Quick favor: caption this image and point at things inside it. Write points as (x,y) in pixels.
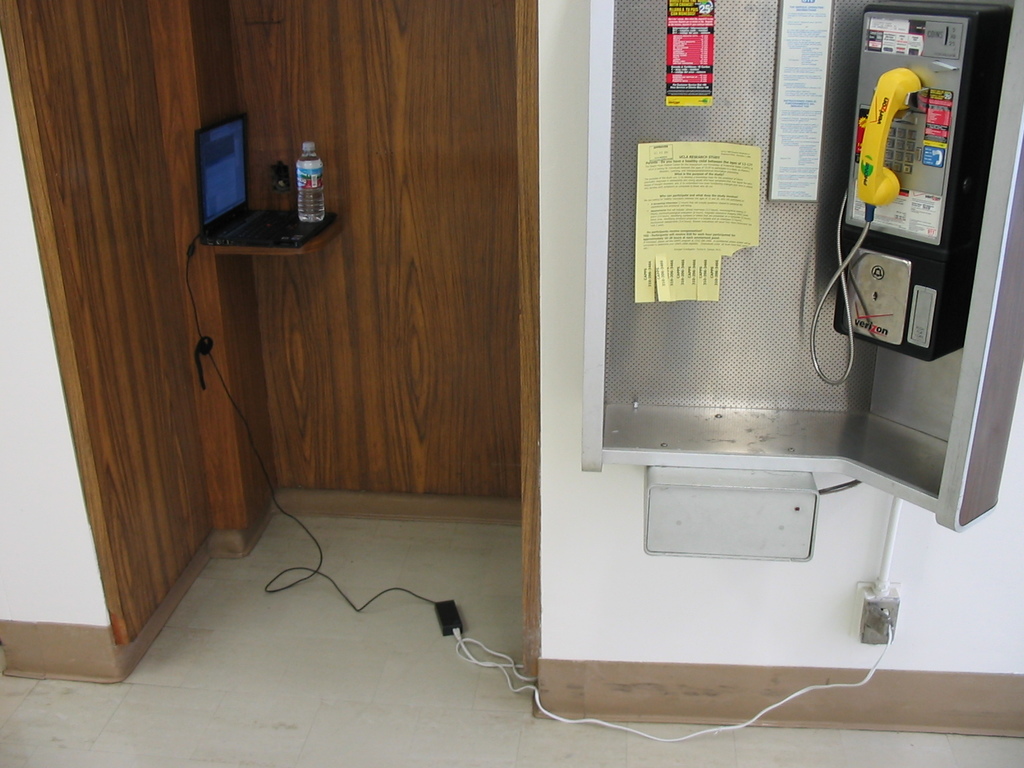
There is a wall (259,279). Near to that there a stand (242,248). On that there is a laptop (245,202), bottle (302,182). On the right side (723,296) there is a board (723,296). Near to that there is a telephone (869,154) and some papers (693,186) are pasted on the board (697,119).
